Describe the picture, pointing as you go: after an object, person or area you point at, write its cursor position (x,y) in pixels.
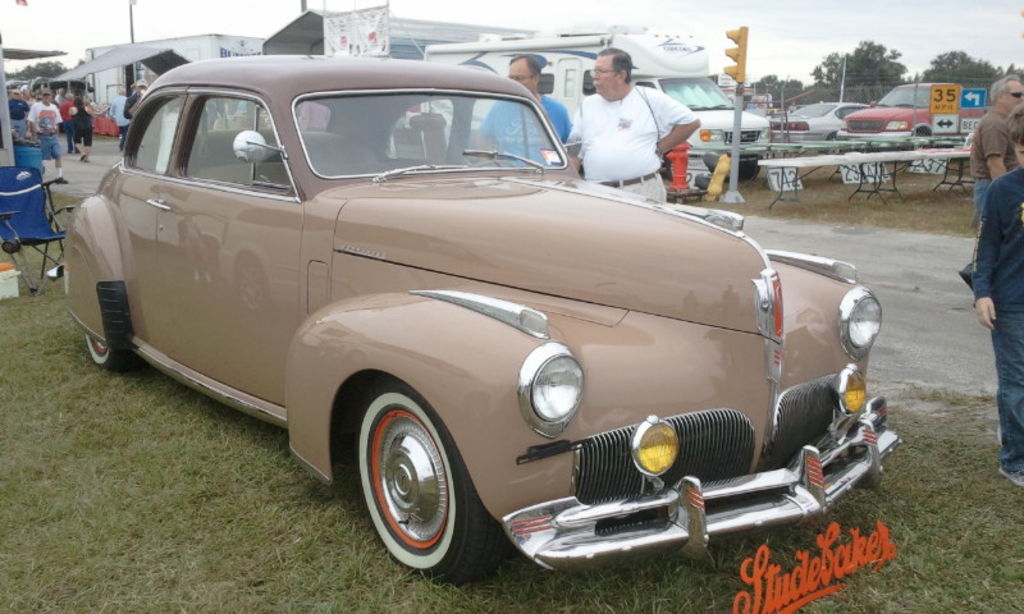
In this image we can see group of vehicles (747,237) parked on the ground (943,179), group of persons (628,140) is standing. To the left side of the image (26,207) we can see a chair (35,218) is placed on the ground (26,303). In the background (176,62), we can see a group of sheds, trees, traffic lights (732,185), tables (972,151), sign boards (963,128) with some text (955,109), fire hydrant (679,189), group of trees (863,68) and the sky (844,22).
